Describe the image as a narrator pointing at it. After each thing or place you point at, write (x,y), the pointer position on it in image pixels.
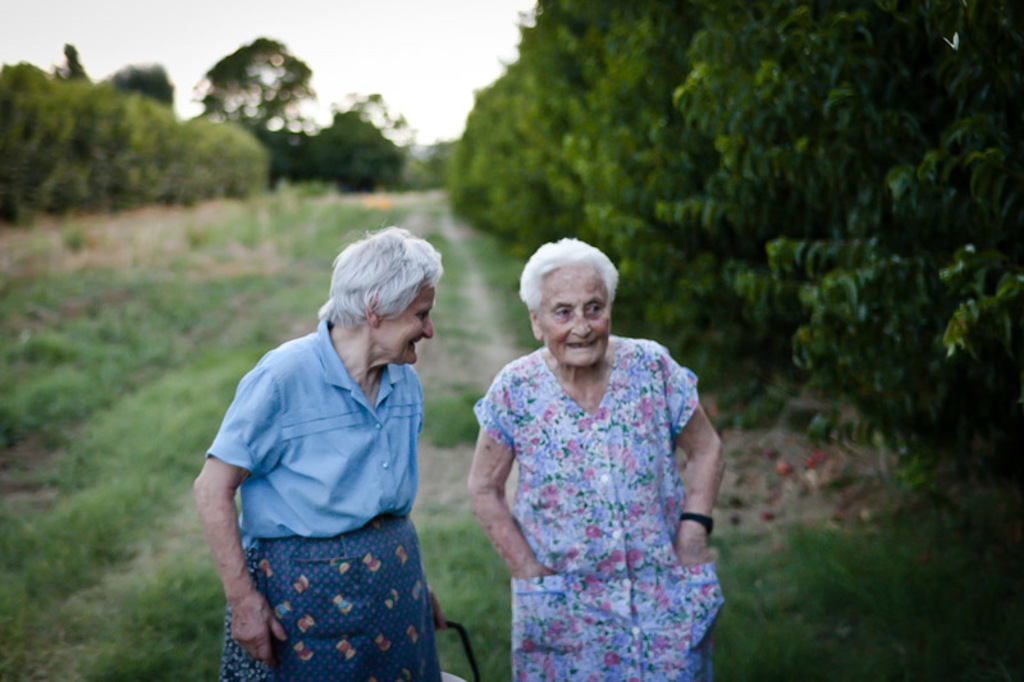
In the center of the image (648,440) there are two women's (422,635). In the background of the image (457,154) there are trees (315,163). At the bottom of the image (170,643) there is grass (775,617).
